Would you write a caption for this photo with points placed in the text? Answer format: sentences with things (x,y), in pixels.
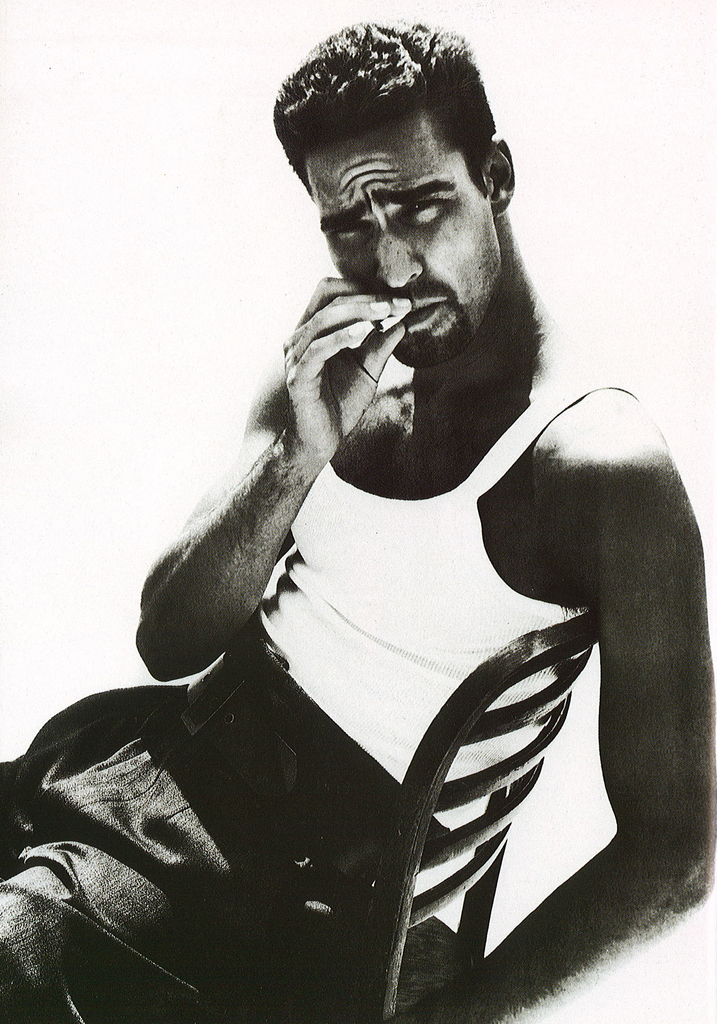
In this image we can see a black and white picture of a person (240,952) sitting on a chair (459,782) holding an object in his hand (315,385).
